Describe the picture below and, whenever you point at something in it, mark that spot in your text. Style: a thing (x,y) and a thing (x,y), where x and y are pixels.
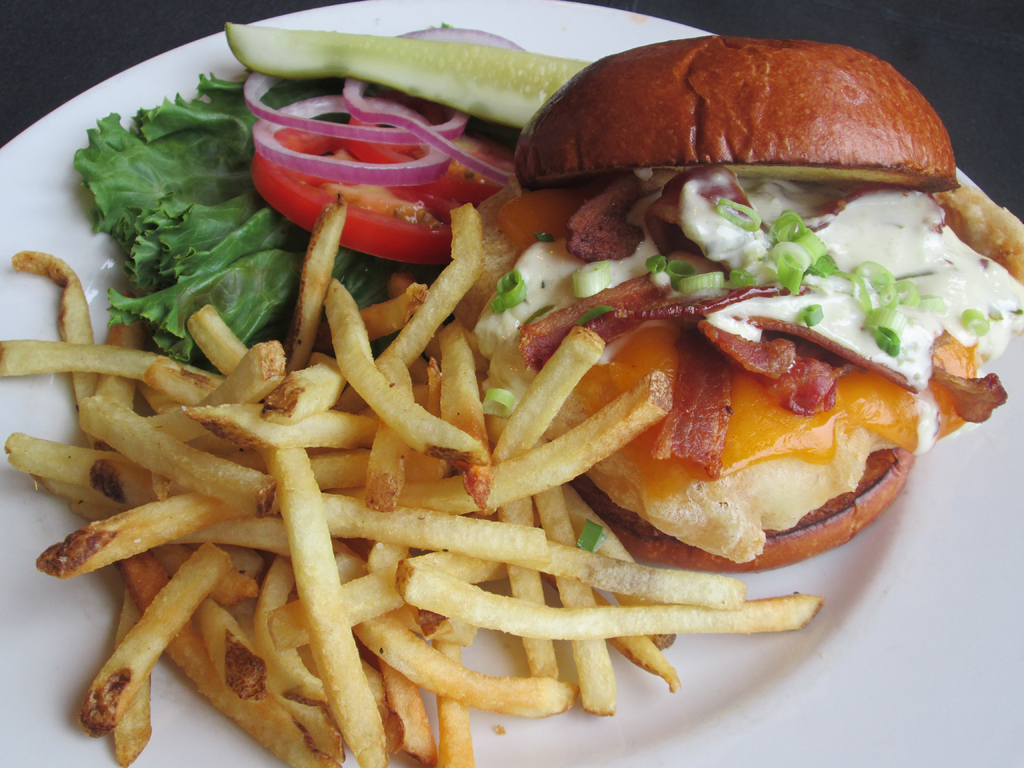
In this image I can see few food items (669,610) in the plate (750,661) and the food items (619,323) are in cream, brown, white, red and green color and the plate (784,690) is in white color.
